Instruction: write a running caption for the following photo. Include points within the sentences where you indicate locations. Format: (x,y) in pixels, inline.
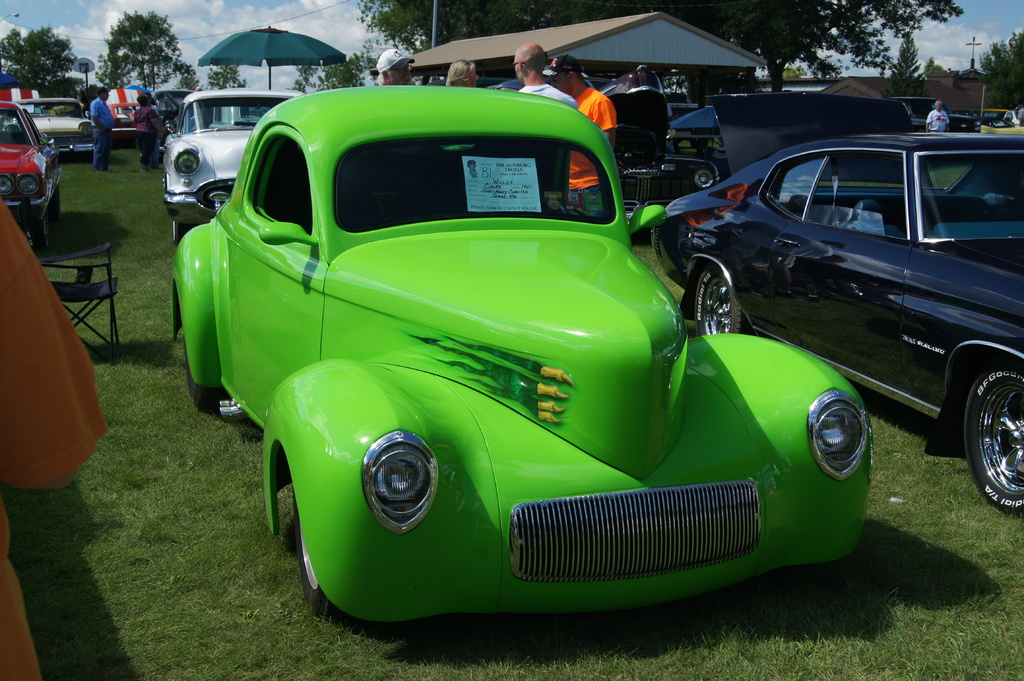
In this image, we can see many vehicles (436,223) and in the background (441,35), there are people (529,72), sheds (695,82), tents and trees (774,29). At the bottom (220,510), there is ground (127,332) and at the top (234,13), there are clouds (255,13) in the sky (313,14).
